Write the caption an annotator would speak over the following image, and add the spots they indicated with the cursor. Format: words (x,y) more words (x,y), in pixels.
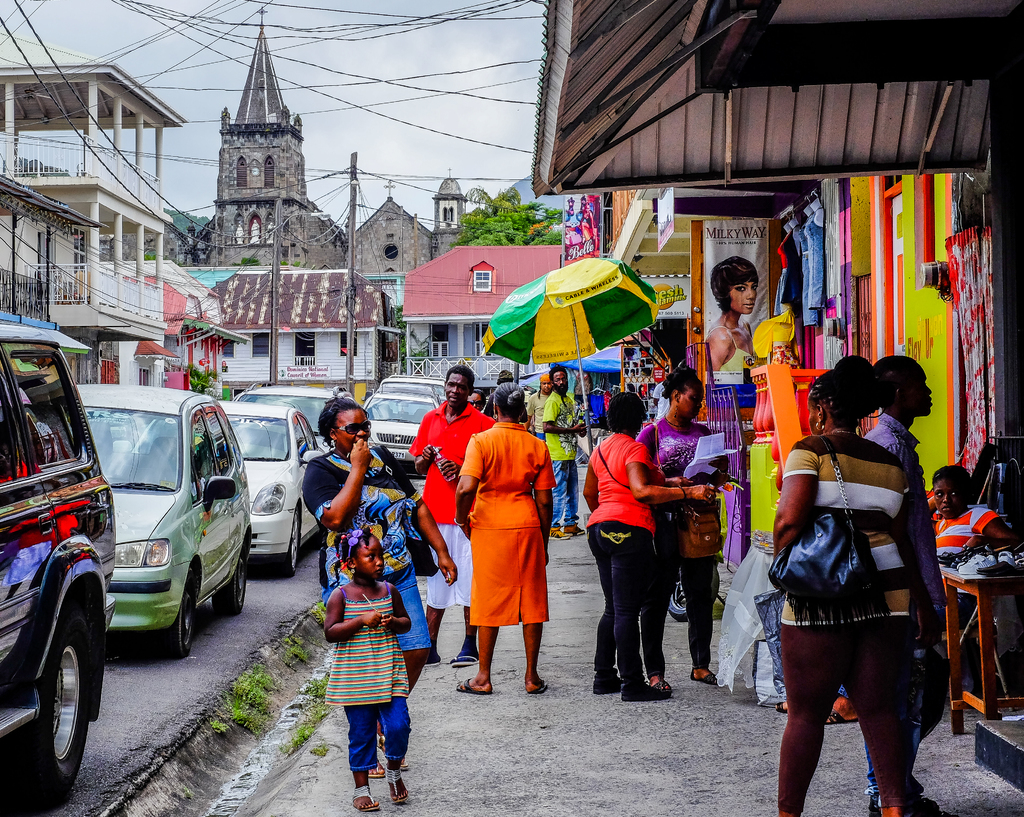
The image is taken on the road (134,663). On the right side of the image (803,619) we can see people (691,439) standing and there is a parasol (591,415). On the left (217,541) there are cars (227,561) on the road (108,663). In the background (111,362) there are buildings (529,273) and trees (467,231). At the top (186,105) there is sky (324,81) and wires (357,84).
